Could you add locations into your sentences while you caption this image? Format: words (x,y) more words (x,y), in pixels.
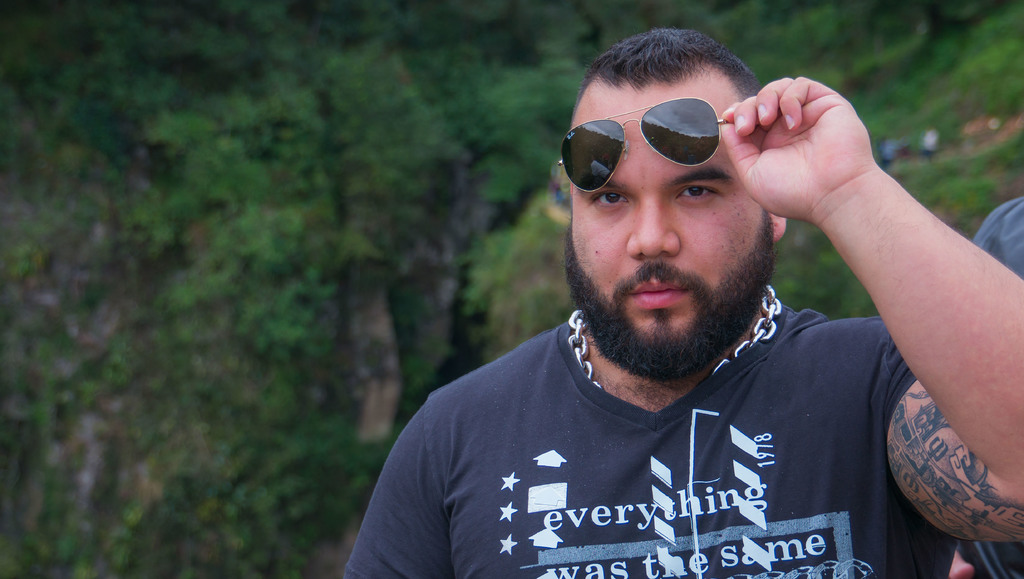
This picture shows a man (829,367) standing and he is holding sunglasses (705,154) with his hand (833,159) and he wore a ornament (575,335) on his neck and we see trees (762,57) and another man (983,235) standing on the side.
